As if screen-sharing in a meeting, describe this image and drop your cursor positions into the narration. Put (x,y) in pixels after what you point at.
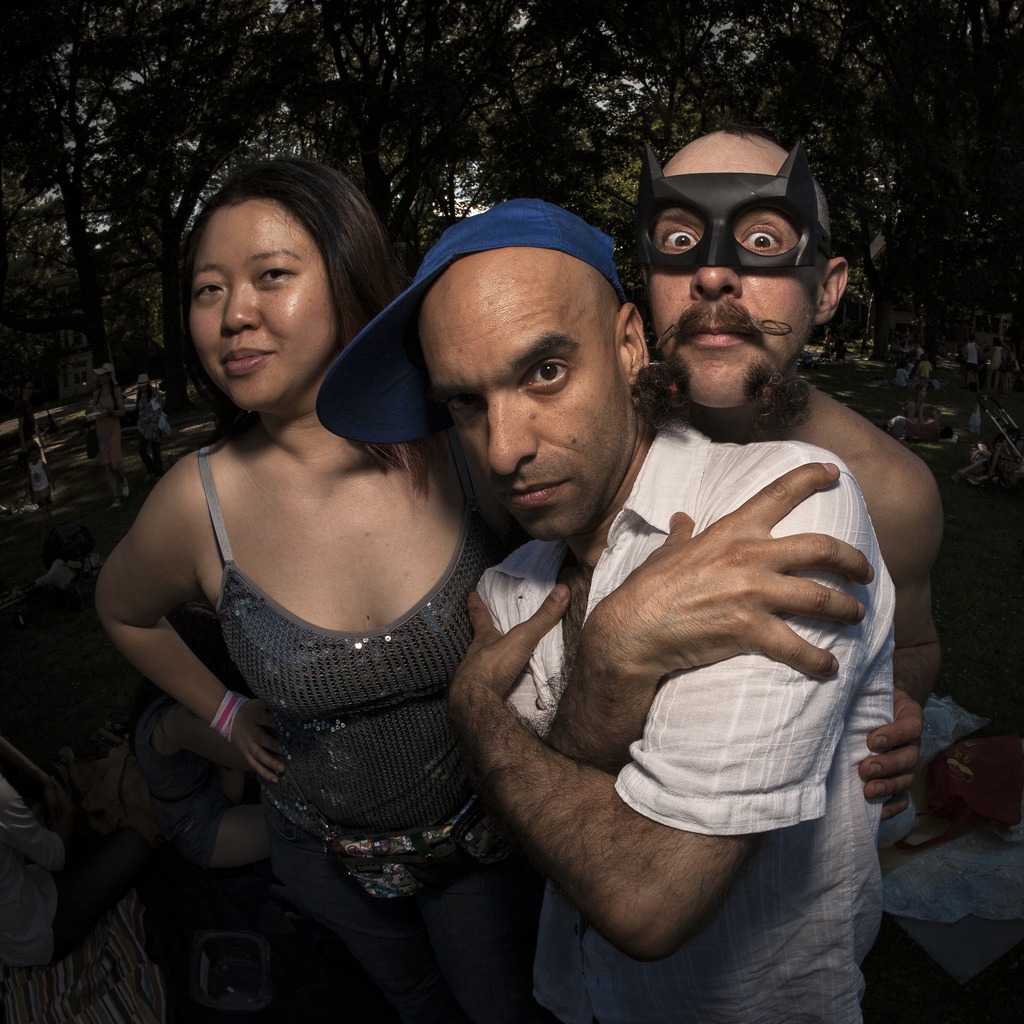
This picture describes about group of people (503,594), in the middle of the image (607,580) we can see a man (613,448), he wore a cap (506,235), behind him we can see another man (760,411), he wore a mask (810,254), in the background (464,207) we can find few trees (425,182).
